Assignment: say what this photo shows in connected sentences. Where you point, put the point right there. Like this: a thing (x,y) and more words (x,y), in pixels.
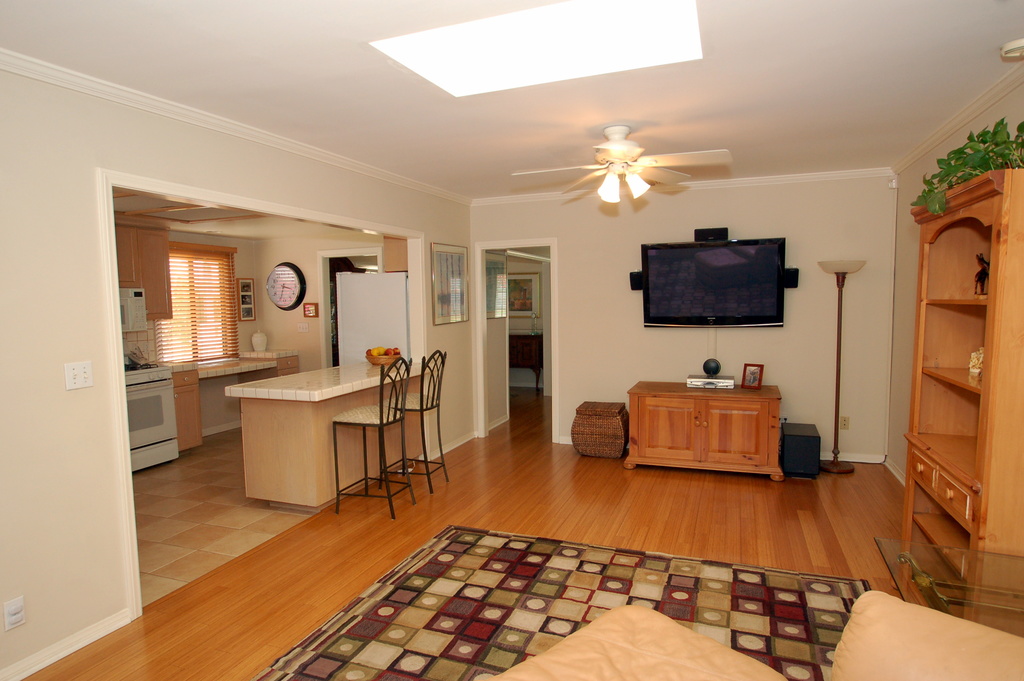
This image is inside a room (641,308). We can see television (705,295), table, chairs (358,418), cupboard (967,302), ceiling fan (590,176), clock (277,278) on the wall (308,318) and lamp (839,359) inside a room (671,443).
